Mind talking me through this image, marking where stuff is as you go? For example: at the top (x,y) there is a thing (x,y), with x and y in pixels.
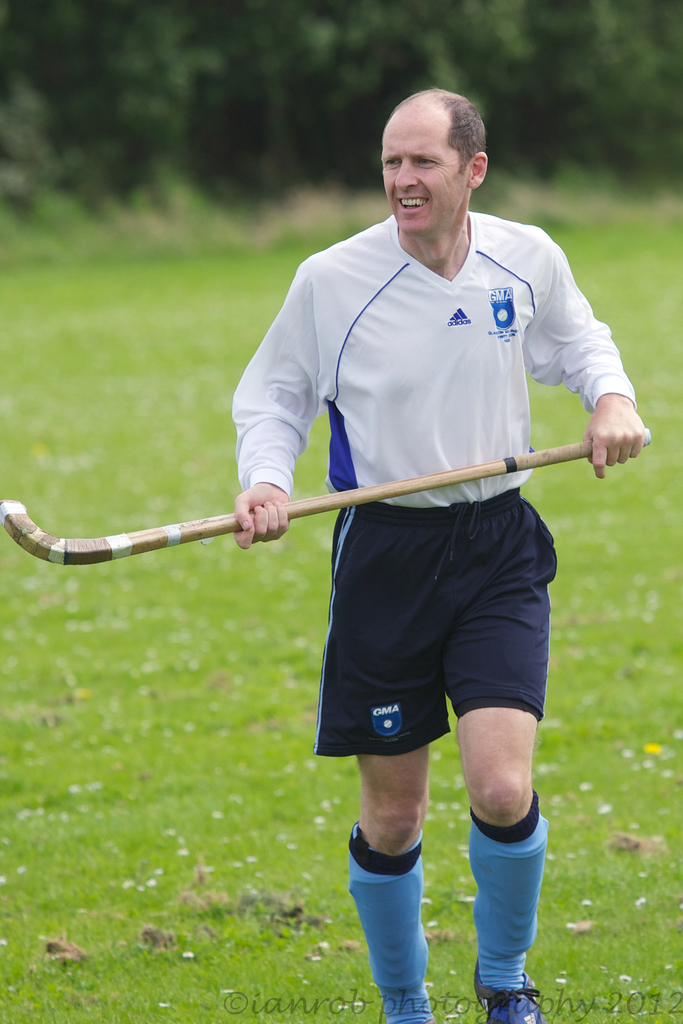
In front of the image there is a person (435,444) holding the stick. At the bottom of the image (280,771) there is grass (563,755) and there are flowers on the surface (320,564). In the background of the image (408,3) there are trees (279,161). There is some text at the bottom of the image (672,991).
